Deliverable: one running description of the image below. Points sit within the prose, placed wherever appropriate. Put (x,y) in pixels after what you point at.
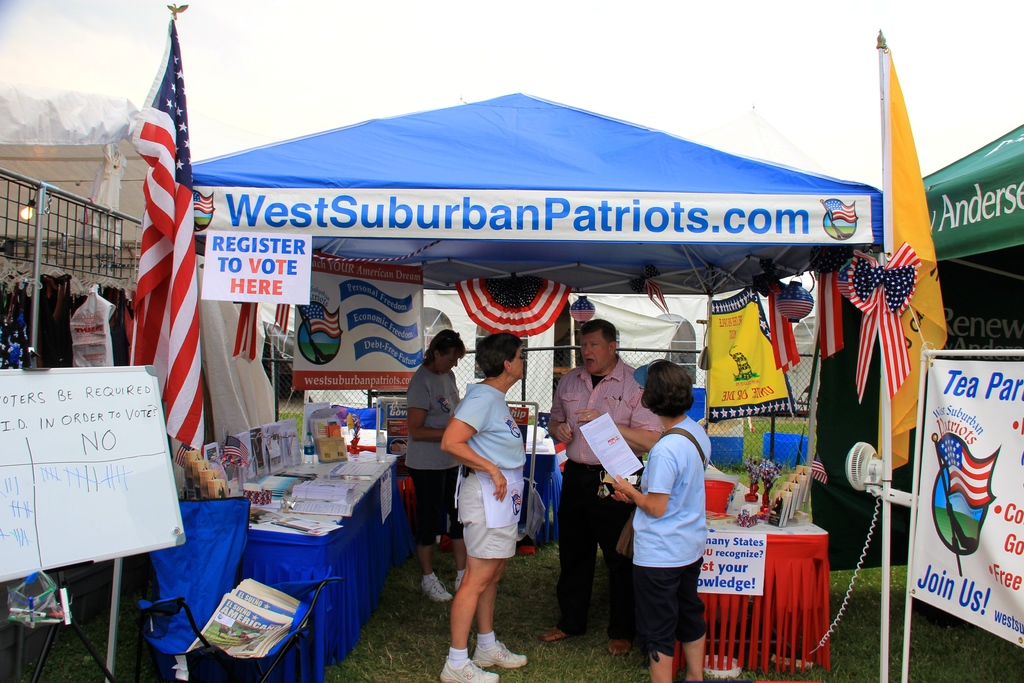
In the center of the image (348,252) there is a stall (319,184). There are people (497,430) standing. There are flags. To the left side of the image (133,516) there is a board (104,521) with some text (12,403). There is a banner (937,552). At the top of the image (487,70) there is sky (466,85).
